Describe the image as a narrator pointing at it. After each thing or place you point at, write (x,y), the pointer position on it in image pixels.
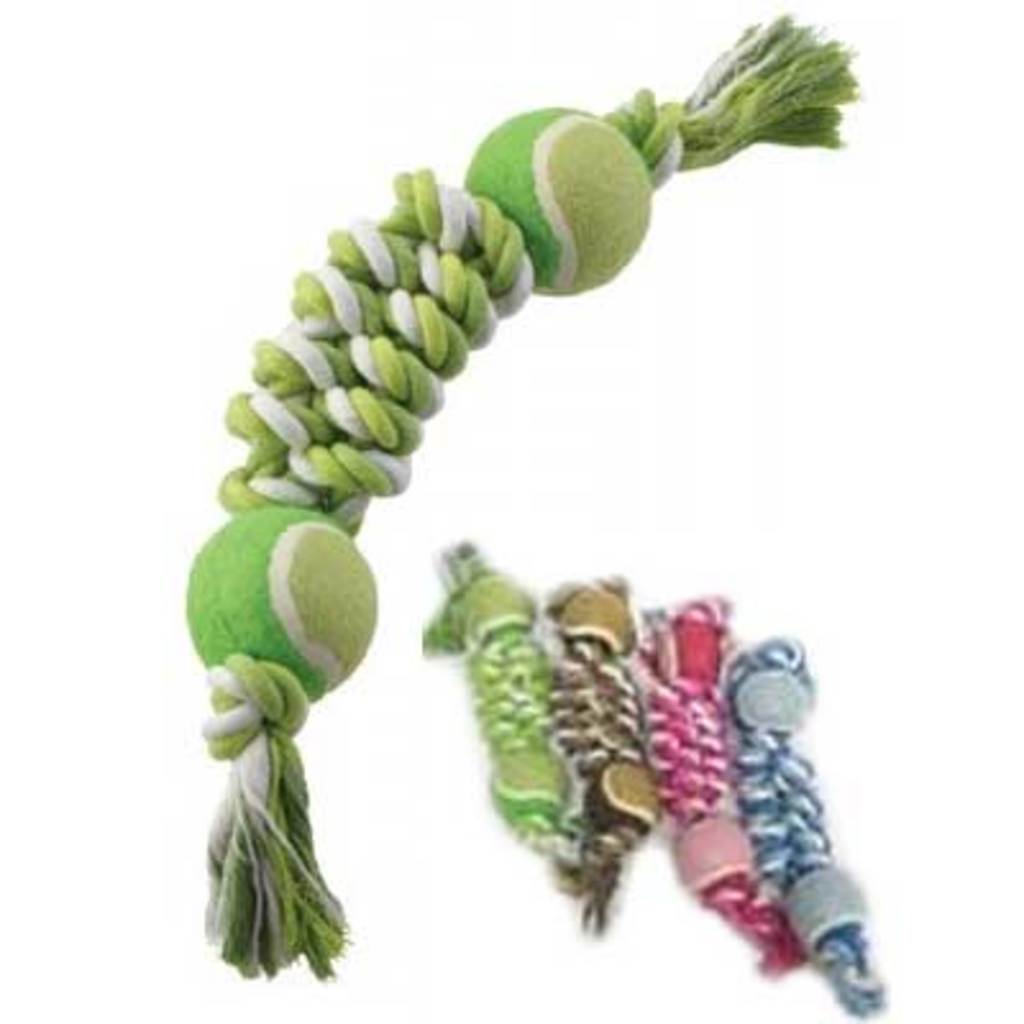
In this image there are a few balls (629,825) tied with ropes (477,235).
